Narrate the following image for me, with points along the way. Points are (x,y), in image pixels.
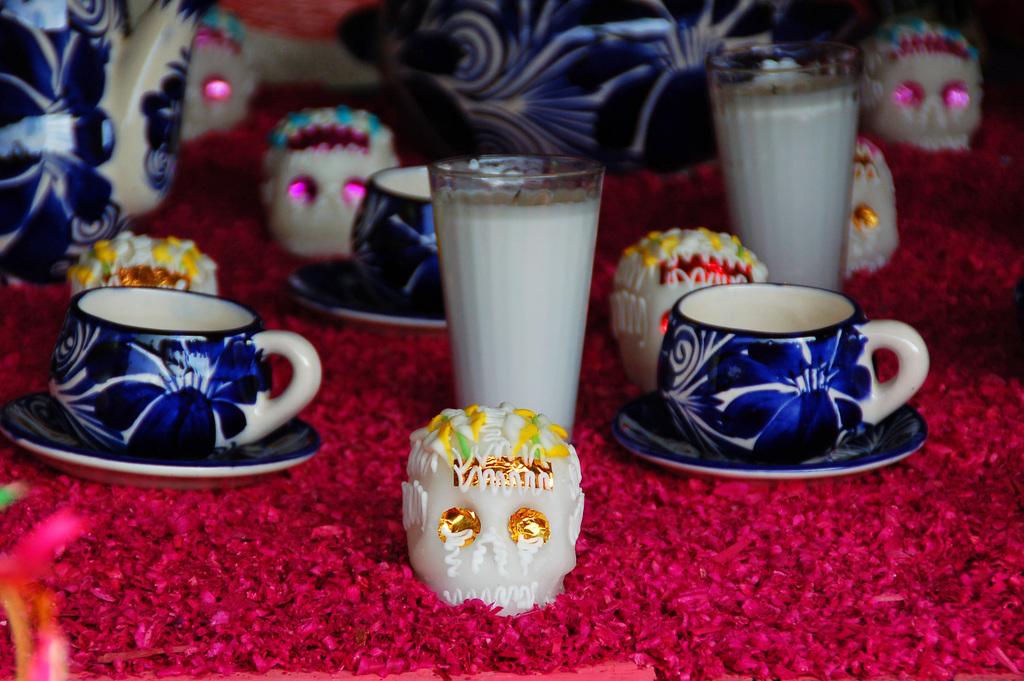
There are three blue color cups (163,411) with saucers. And the glass (777,131) with white color liquid (737,167) in it. There are red color flowers (269,586). And we can see some white color toy (506,544) with yellow stones (518,532). In background (171,140) there are some objects (517,69).
